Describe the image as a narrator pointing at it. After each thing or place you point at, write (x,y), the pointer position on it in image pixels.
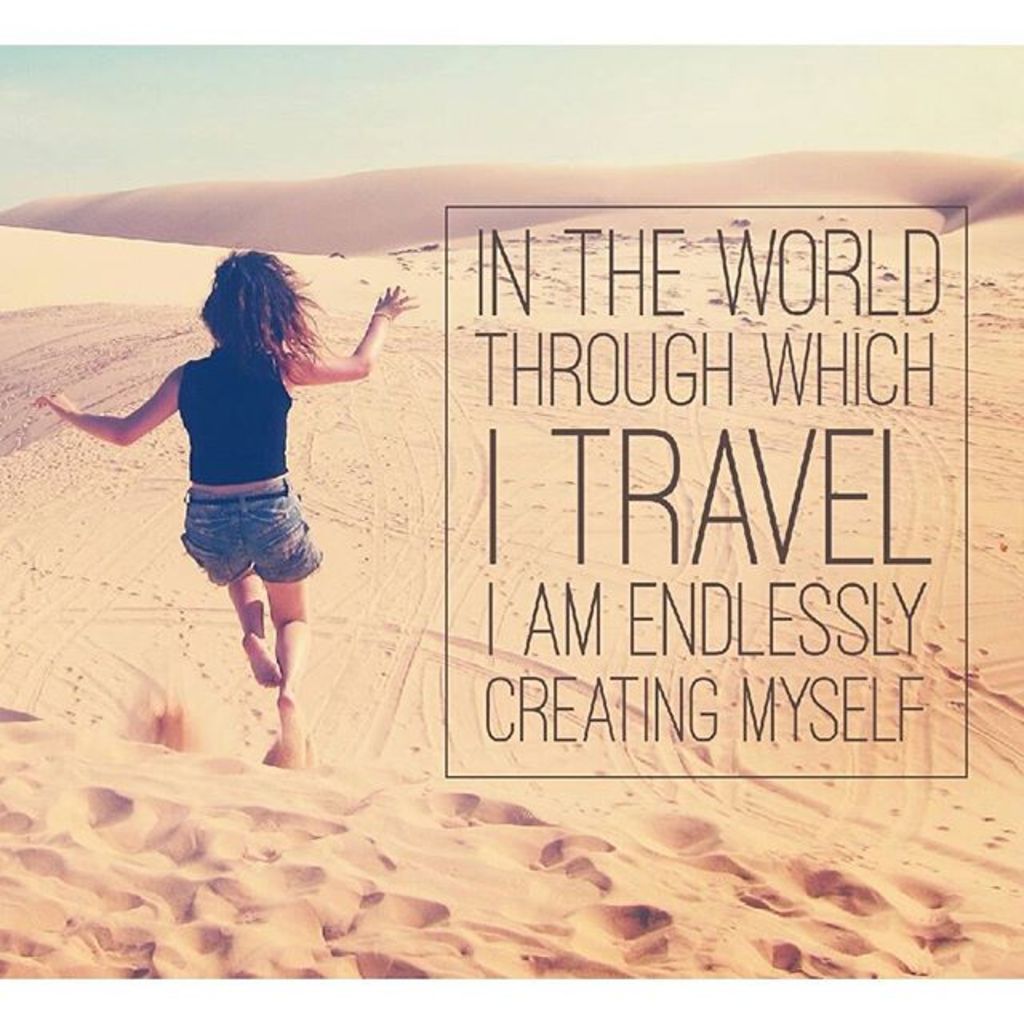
In the picture we can see a person (277,432) wearing a black color dress (224,466) is in the air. Here we can see the sand (463,920), the desert (986,770) and here we can see some edited text (562,481) on the right side of the image (798,596). In the background of the image (812,98) we can see the sky (624,122).
